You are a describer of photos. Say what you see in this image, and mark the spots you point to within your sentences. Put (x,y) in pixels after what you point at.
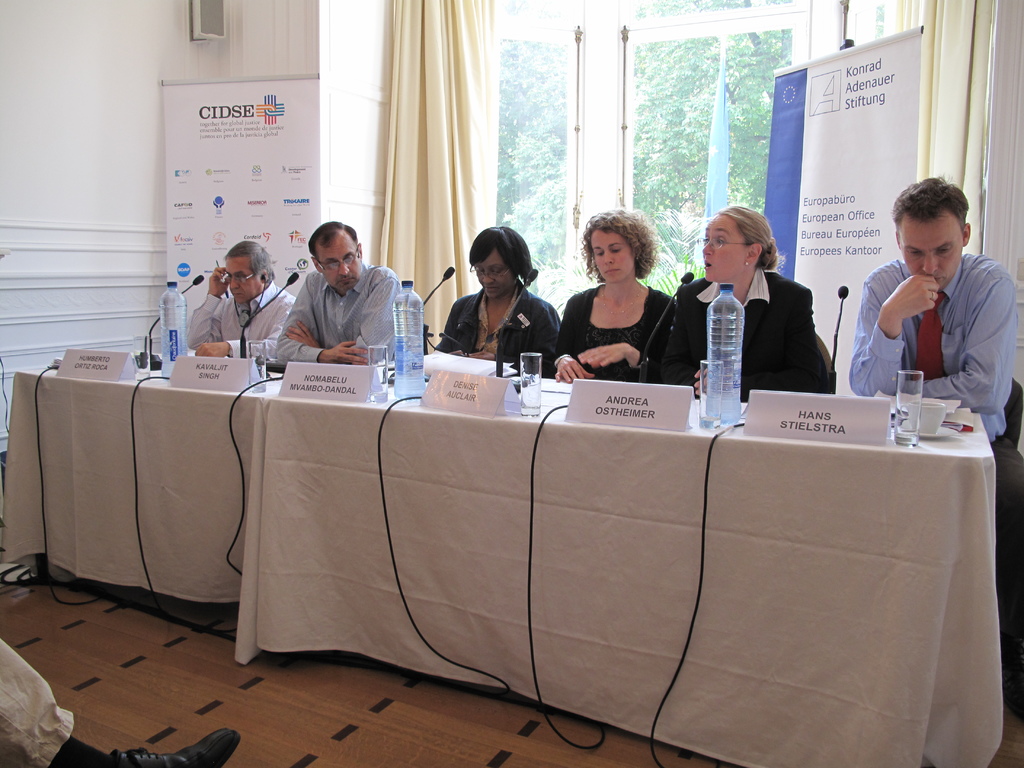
These persons (361,285) are sitting on chairs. In-front of them there is a table (556,394), on this table (447,456) there is a cloth (489,453), glasses (147,339), bottles (162,339) and mic (520,386). Backside of this person's (470,297) there are banners (862,209) and window (595,106) with curtain (449,135). From this window (566,203) we can able to see trees (701,131).
